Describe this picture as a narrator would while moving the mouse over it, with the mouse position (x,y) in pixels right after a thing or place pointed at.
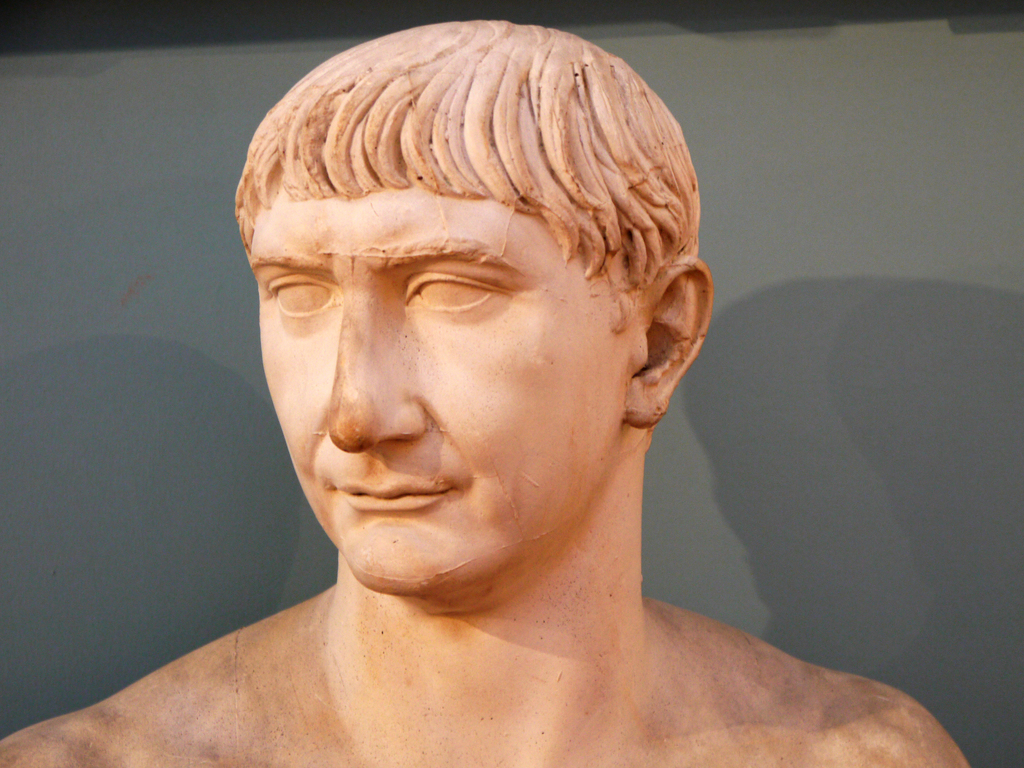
In the center of the image (372,296) there is a statue (398,742). In the background (908,205) we can see wall (682,13).
